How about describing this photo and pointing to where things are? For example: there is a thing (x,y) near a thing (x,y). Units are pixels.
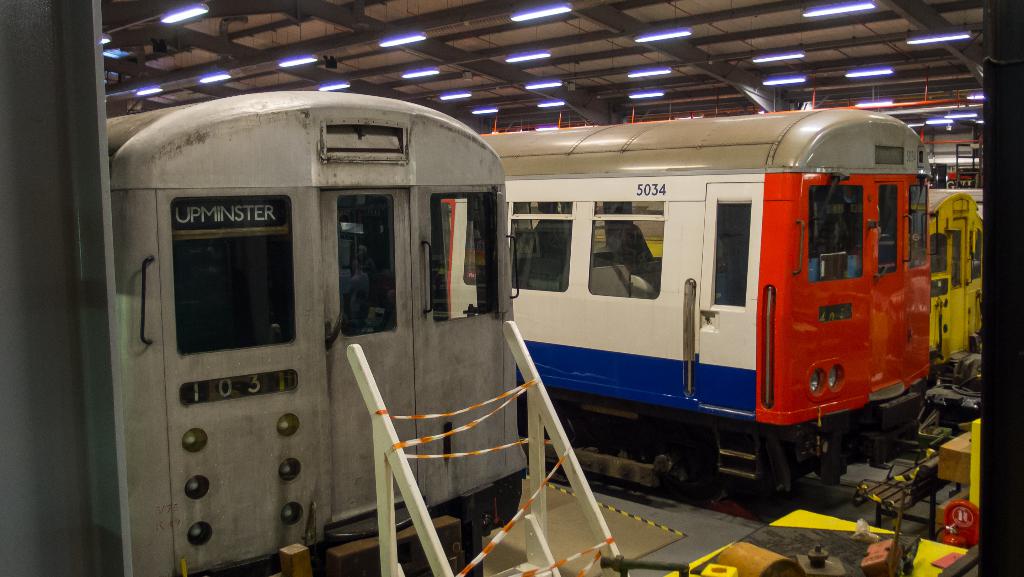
This image is taken indoors. At the top of the image (310,53) there is a roof (565,65) and there are many lights (870,73). On the left side of the image (44,261) there is a wall (63,414). In the middle of the image (394,196) there are a few trains (490,203) on the track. At the right bottom of the image (975,446) there are a few objects (946,449) on the floor (861,512). In the middle of the image (359,362) there is an object (493,547) on the floor (568,523).
